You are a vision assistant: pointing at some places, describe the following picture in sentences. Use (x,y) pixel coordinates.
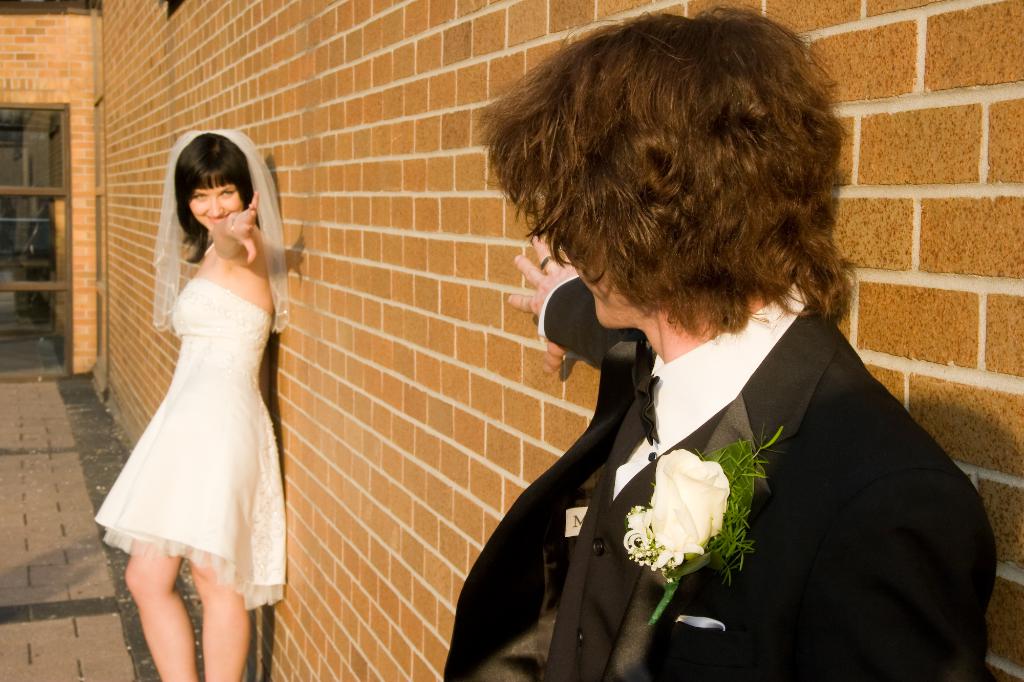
In this image there is a man (818,499) and a woman (173,384) standing. Behind them there is a wall (403,326). The woman (224,214) is smiling. There is a flower (675,531) on the blazer (757,544) of the man (773,547). To the left (39,334) there is a glass wall (38,218) to the wall (57,83).
